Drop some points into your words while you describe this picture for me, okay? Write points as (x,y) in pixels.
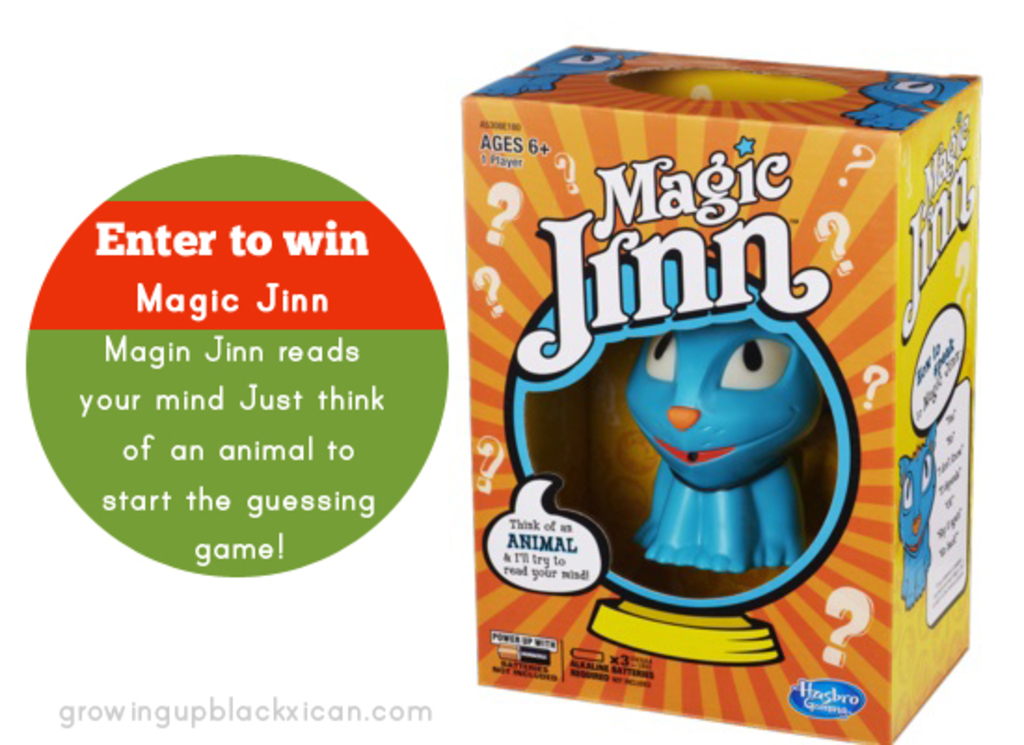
In this image we can see a toy (773,530) placed in the carton (852,542). There is text (249,401).
